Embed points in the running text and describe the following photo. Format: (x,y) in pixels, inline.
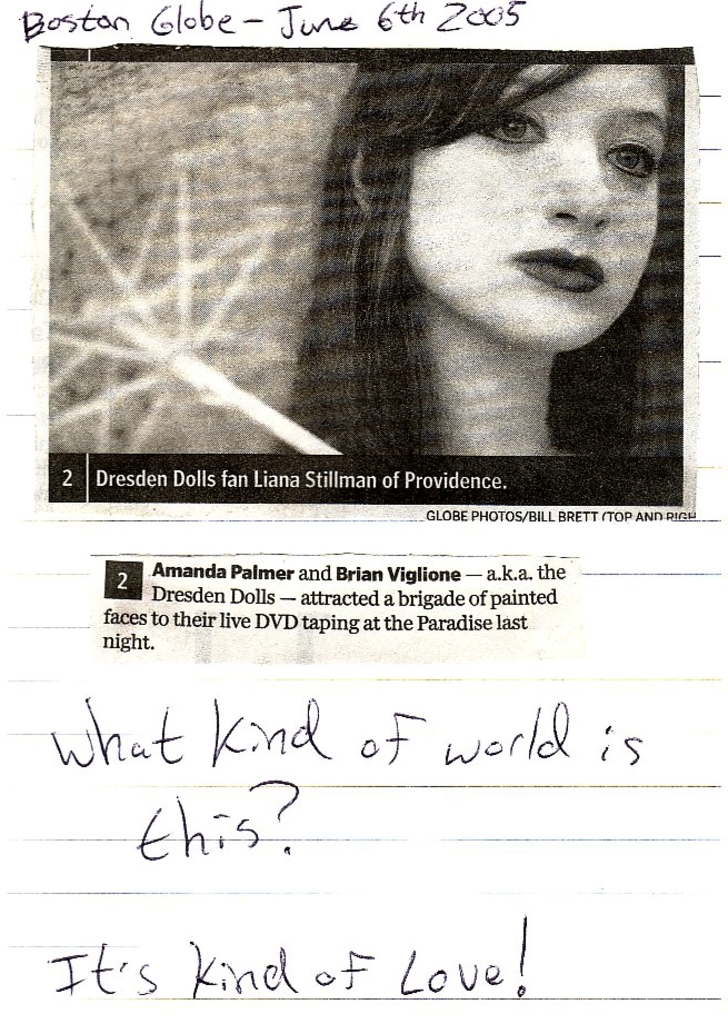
This is a newspaper clipping, in this image there is a text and there is an image of one woman (454,231) and some object (212,306).
